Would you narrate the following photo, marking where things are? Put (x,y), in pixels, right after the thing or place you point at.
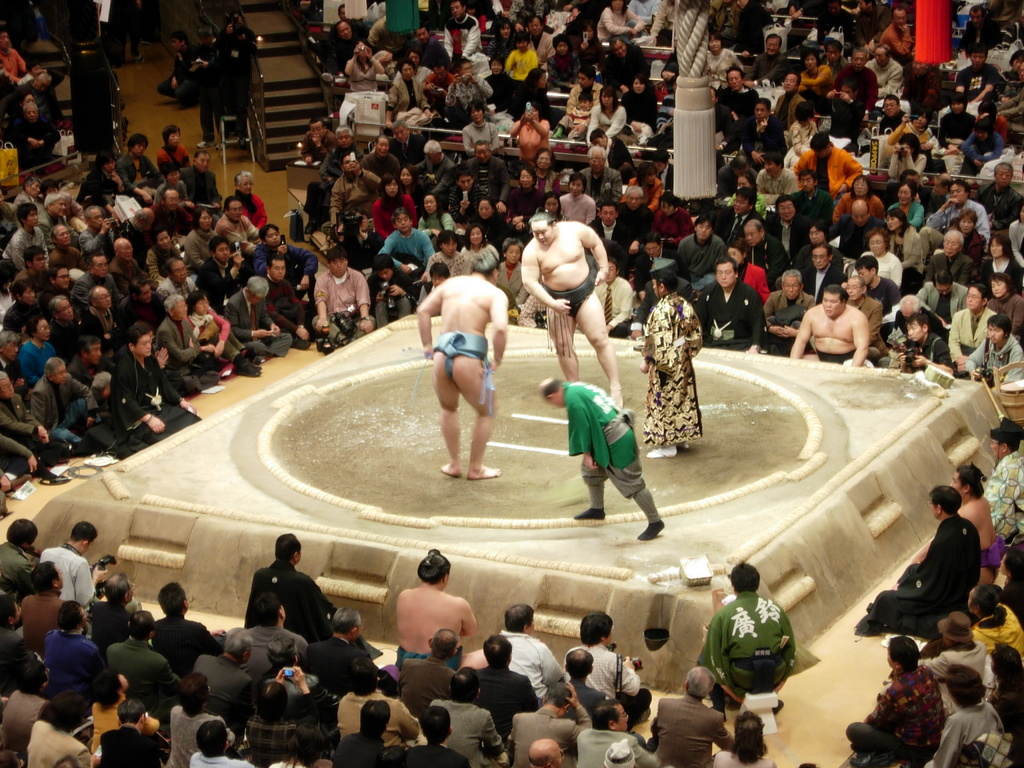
At the center of the image (431,376) there is a sumo (380,440), where two persons (474,386) will fight in the circular ring (510,465). Around this sumo (596,541) there are spectators (691,244).
